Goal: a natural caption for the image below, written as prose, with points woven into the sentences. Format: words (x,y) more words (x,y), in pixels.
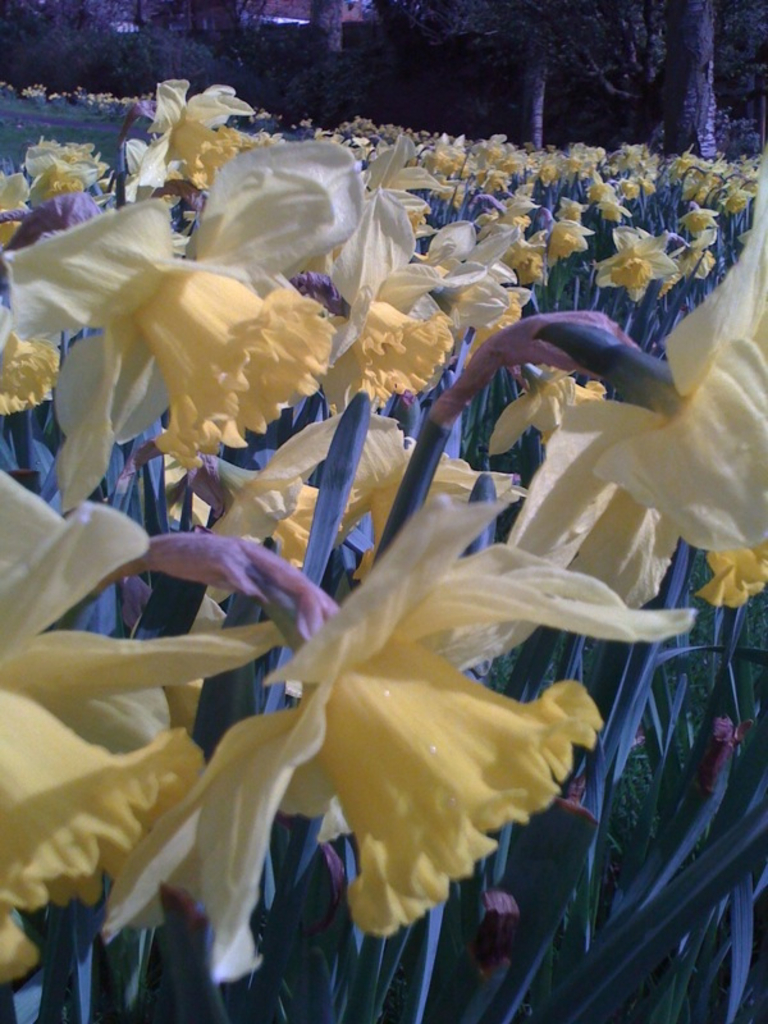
In this image we can see few flowers (664,493), behind them, we can also see few trees (352,77).
